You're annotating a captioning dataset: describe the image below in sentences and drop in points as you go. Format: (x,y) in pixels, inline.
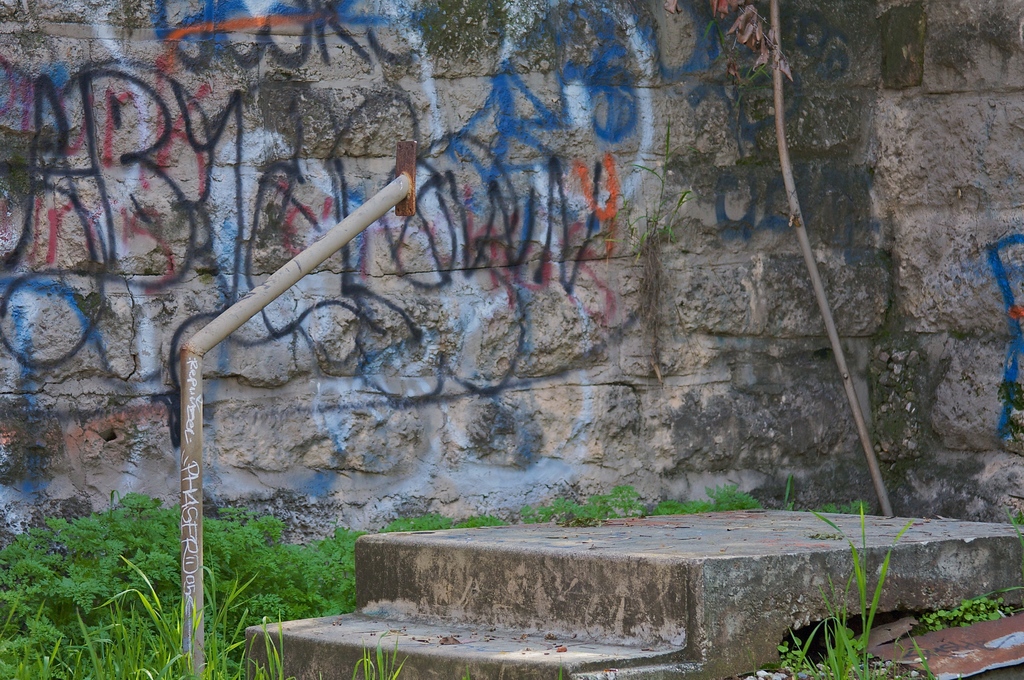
In this picture I can see there are stairs (252,656) and a railing (375,200), there are plants (231,664), grass (212,649) and in the backdrop (597,224) I can see there is a wall (223,475) and there is something written on it with spray cans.
